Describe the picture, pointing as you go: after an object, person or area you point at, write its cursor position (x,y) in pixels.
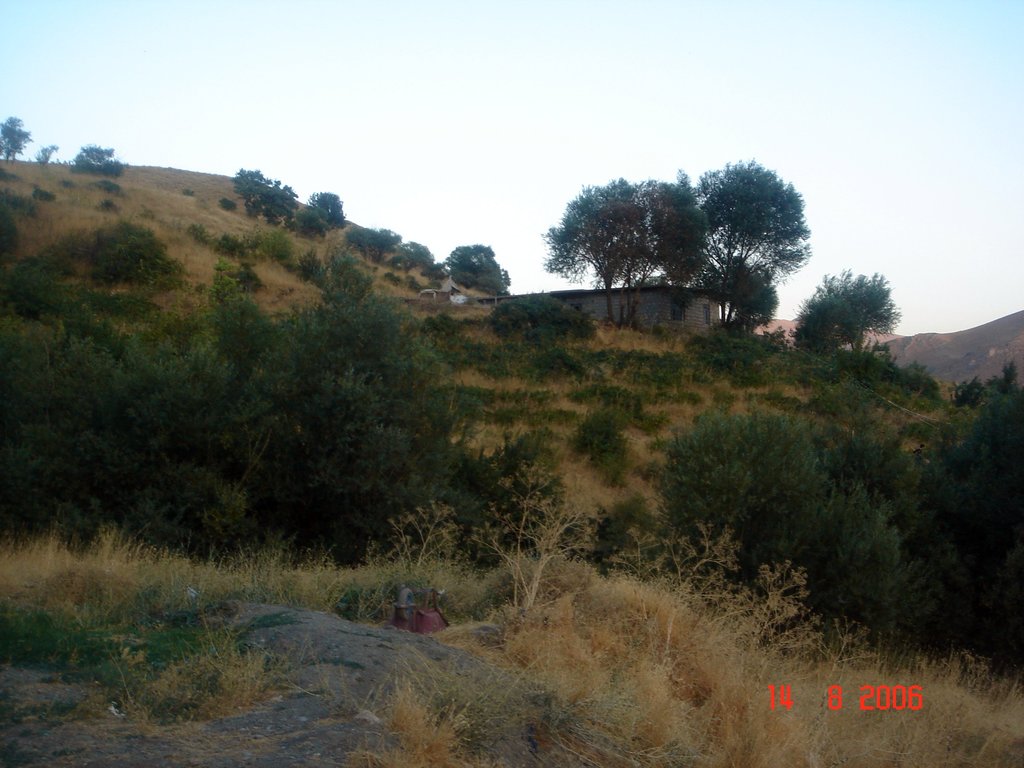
In this image I can see rock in the front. There are plants (513,385) and a house (664,297) on the right (721,297). There are mountains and sky (555,177) at the top (551,131).
